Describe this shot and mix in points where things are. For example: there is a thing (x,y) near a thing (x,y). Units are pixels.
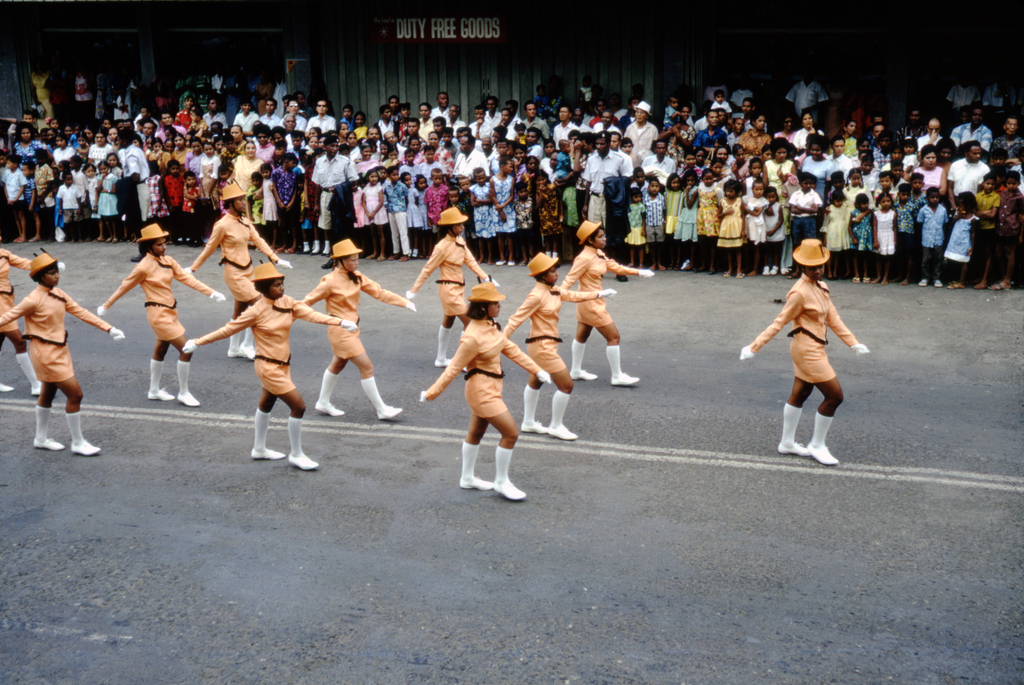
In this image I can see number of people (305,229) are standing. Here I can see few people (41,444) are wearing same colour of dress (19,260) and same colour of hats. I can also see white lines (314,429) on road (397,449) and in background (429,27) I can see something is written.
